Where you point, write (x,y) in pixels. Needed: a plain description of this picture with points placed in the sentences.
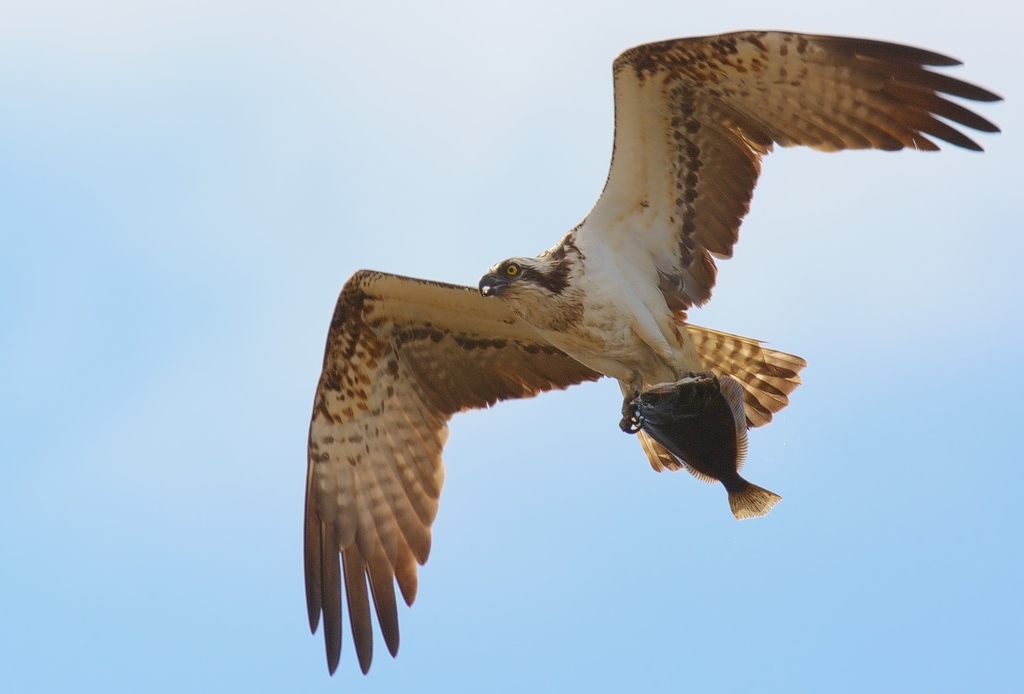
In the picture there is a bird (737,88) holding a fish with the legs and flying in the sky (202,667), there is a clear sky (202,667).
